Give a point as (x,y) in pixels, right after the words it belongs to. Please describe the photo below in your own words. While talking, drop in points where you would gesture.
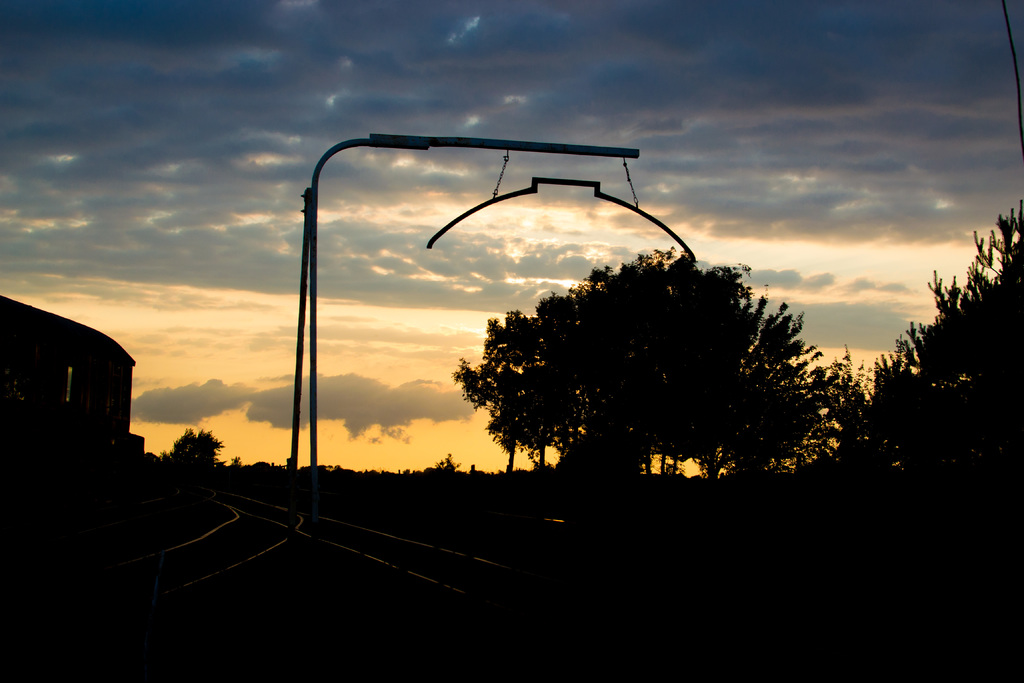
In this image there are railway tracks (355,539). In between the tracks (318,539) there is a pole (311,207) on the ground (292,593). To the right (718,443) there are trees (827,459). To the left (83,430) there is a building (61,427). At the top (318,52) there is the sky (574,102). The image is dark.
